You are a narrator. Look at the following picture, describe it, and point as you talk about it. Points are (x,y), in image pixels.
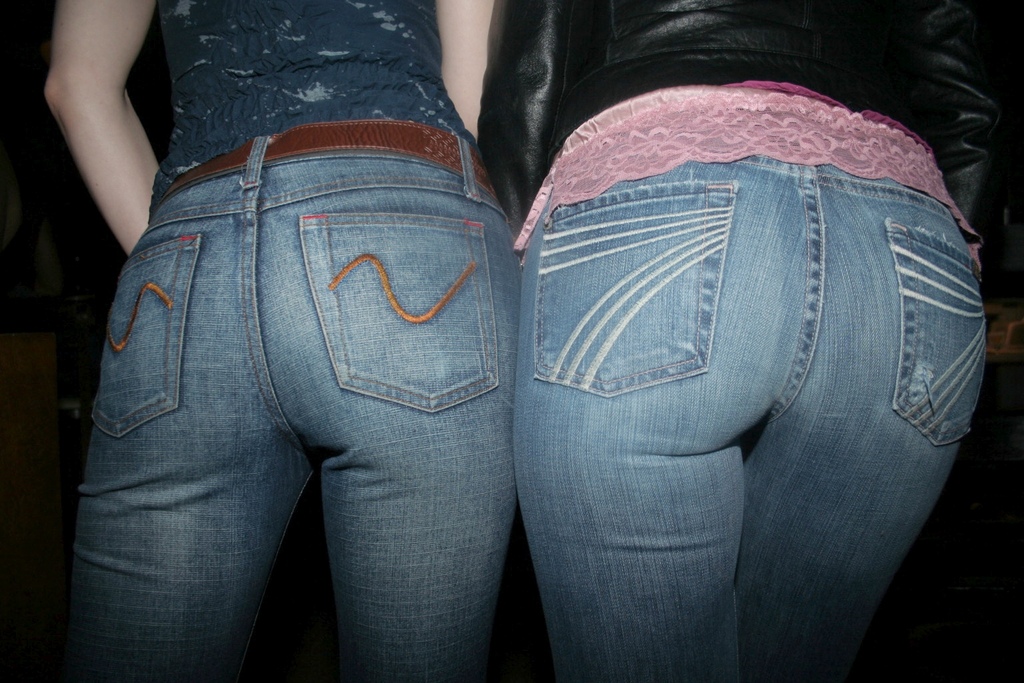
In this image there are two people (574,80) standing. Behind them it is dark.
